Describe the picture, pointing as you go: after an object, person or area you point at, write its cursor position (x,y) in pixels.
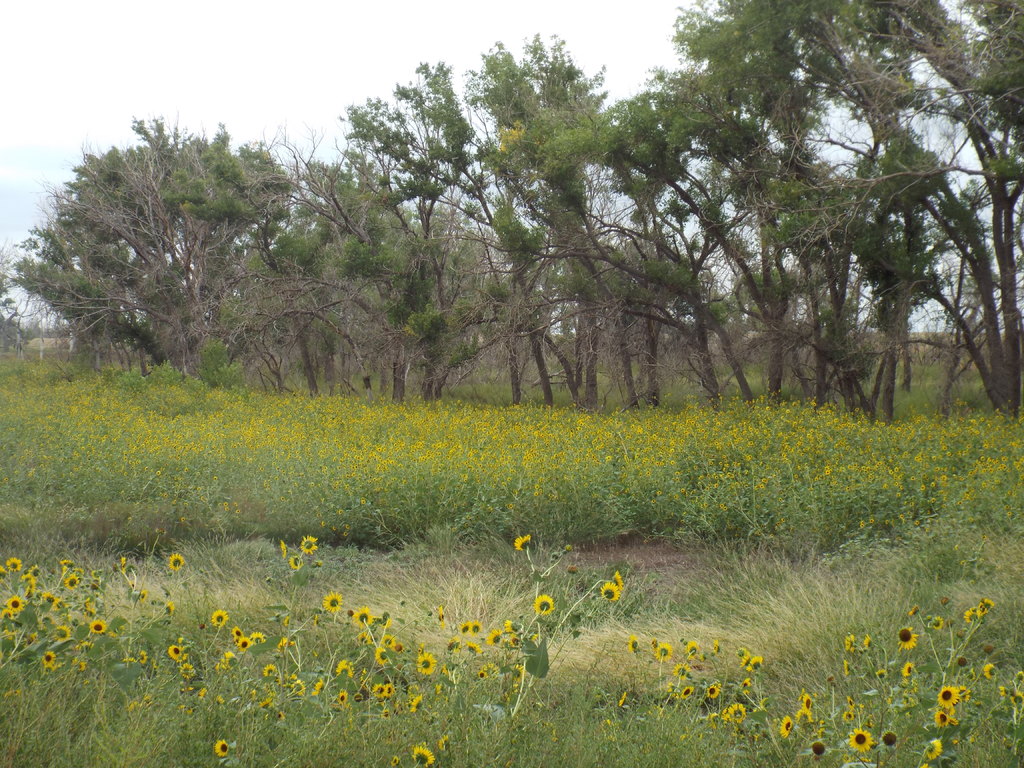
In this picture, we can see the ground (419,535) with plants (395,513), grass (484,620), flowers (514,456), trees (499,341) and the sky (313,75).
